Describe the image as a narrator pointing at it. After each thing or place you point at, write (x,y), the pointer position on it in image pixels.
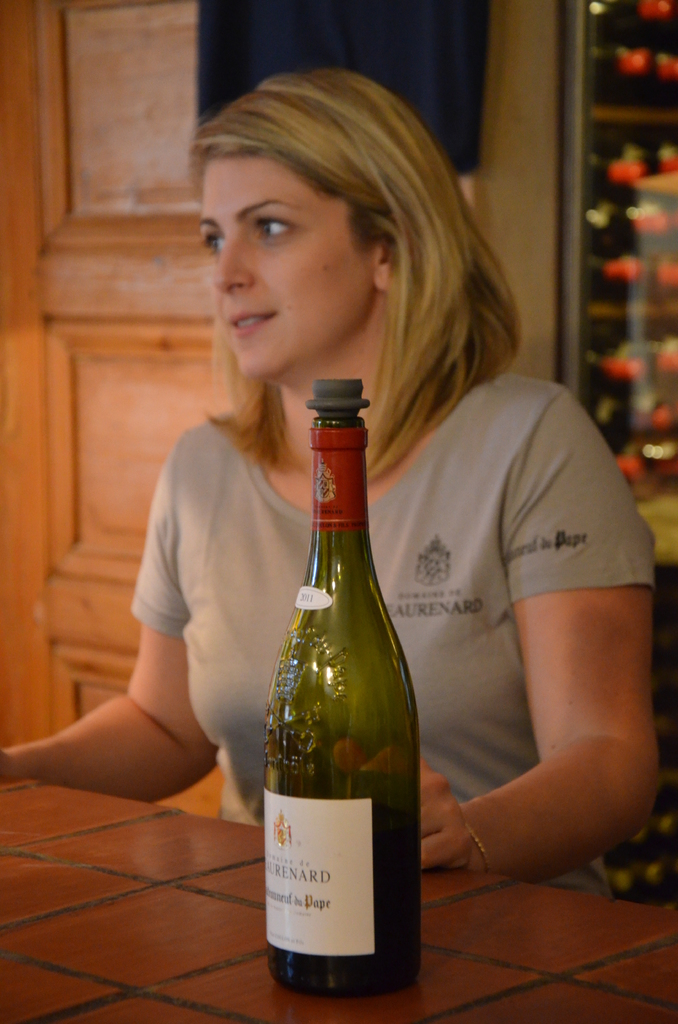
In the picture there is a table (221,850) and upon the table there is a bottle (310,819) beside the bottle (310,819) there is a woman (408,315) who is sitting she is wearing grey color t shirt (164,485) there is a wall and a door (122,190).
